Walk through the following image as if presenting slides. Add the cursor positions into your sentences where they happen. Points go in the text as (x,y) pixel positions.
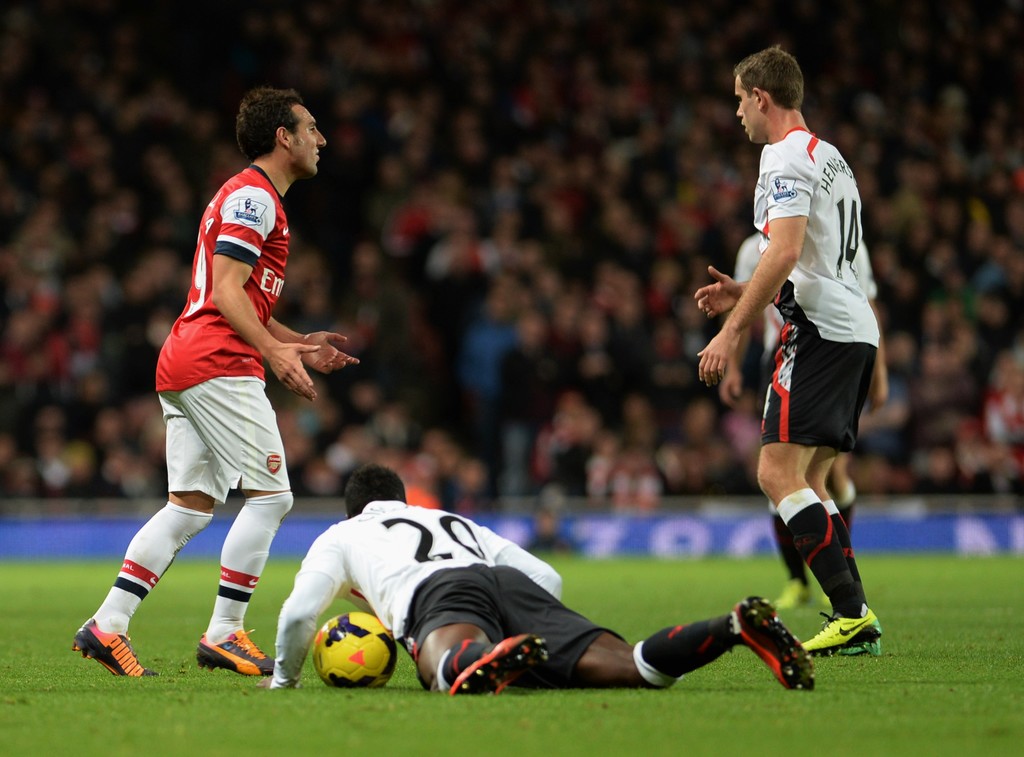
In this image there are players (721,288) playing on a ground (865,681) and one player (440,570) is laying on a ground (528,706), beside the player (402,630) there is a football (324,647), in the background (514,124) there it is blurred.
